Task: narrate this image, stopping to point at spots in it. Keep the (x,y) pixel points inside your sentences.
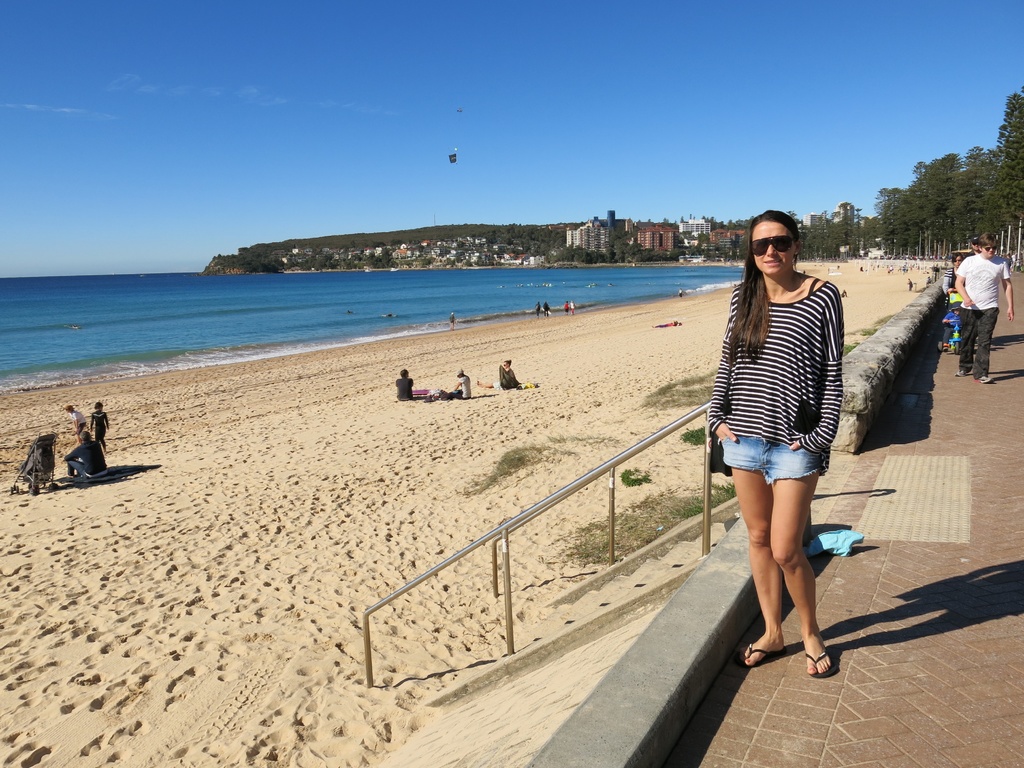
This is a beach (357,711). On the left side (78,449) there are few people (97,445) sitting in the beach (234,489). On the right side (898,396) few people (981,334) are walking on the ground (964,407) and a woman (751,468) is standing and giving pose for the picture. On the left side (52,310) there is an ocean (76,313). In the background (473,226) there are many trees (960,220) and buildings (609,228). At the top of the image (486,79) I can see the sky (289,85) in blue color.
